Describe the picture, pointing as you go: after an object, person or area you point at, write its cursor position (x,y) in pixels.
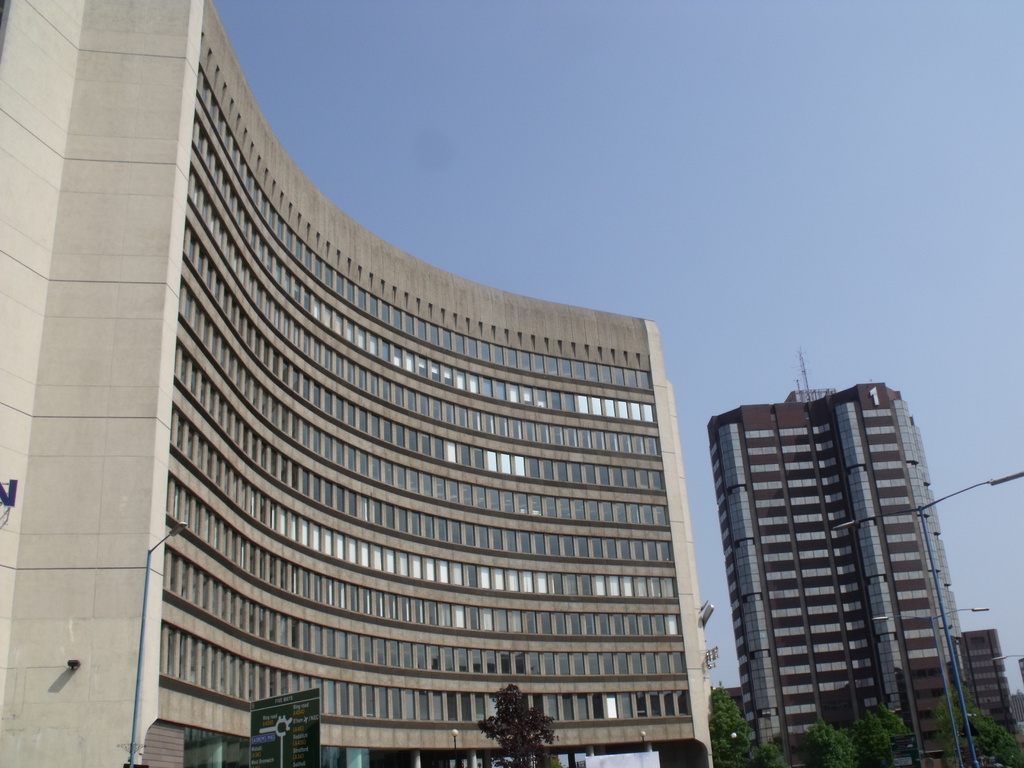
There is a building (82,534), which is having glass windows (611,402), near a tree (527,735) and hoarding (306,721). In the background (875,715), there are trees (743,740), buildings (781,573) and there is blue sky (523,108).
